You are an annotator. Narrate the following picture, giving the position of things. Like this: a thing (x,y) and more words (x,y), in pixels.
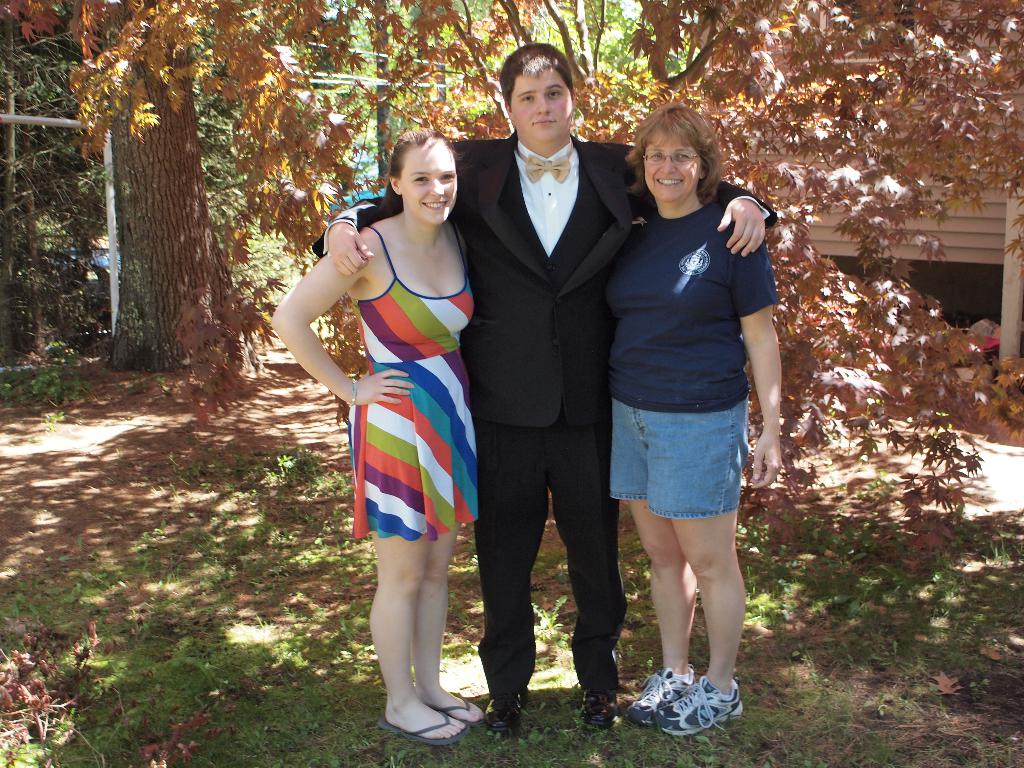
In the center of the image (597,403) there are three people (464,318). At the bottom of the image (110,678) there is grass (155,656) on the surface (112,622). In the background of the image (134,104) there are trees (162,85), building (953,234).
